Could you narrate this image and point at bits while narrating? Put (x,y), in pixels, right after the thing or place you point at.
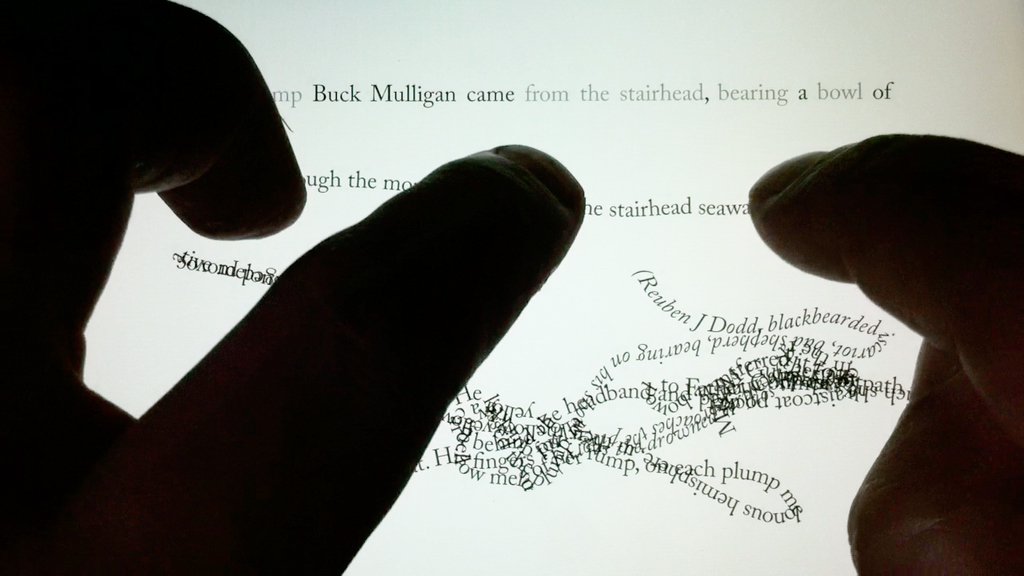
Here in this picture, in the front (207,90) we can see a person's fingers (470,327) and in front of it we can see digital screen (610,215) with some text (328,94) present.
